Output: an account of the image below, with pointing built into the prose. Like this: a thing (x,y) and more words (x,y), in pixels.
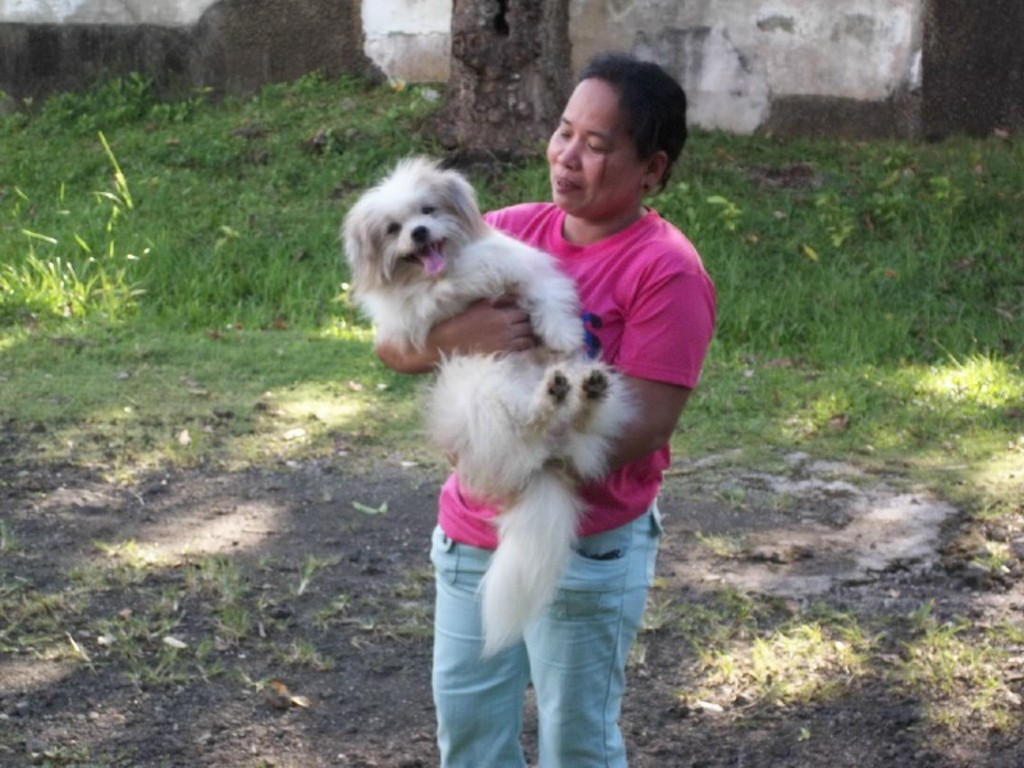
In the picture there is a woman (654,459) wearing pink shirt (705,325) she is holding a dog (423,180) in her hand (505,307) the dog (429,223) is fluffy and white, on the floor (825,480) there are some grass (846,325) and soil (285,527), in the background (467,120) there is a wall (610,42) and a tree (511,57).
